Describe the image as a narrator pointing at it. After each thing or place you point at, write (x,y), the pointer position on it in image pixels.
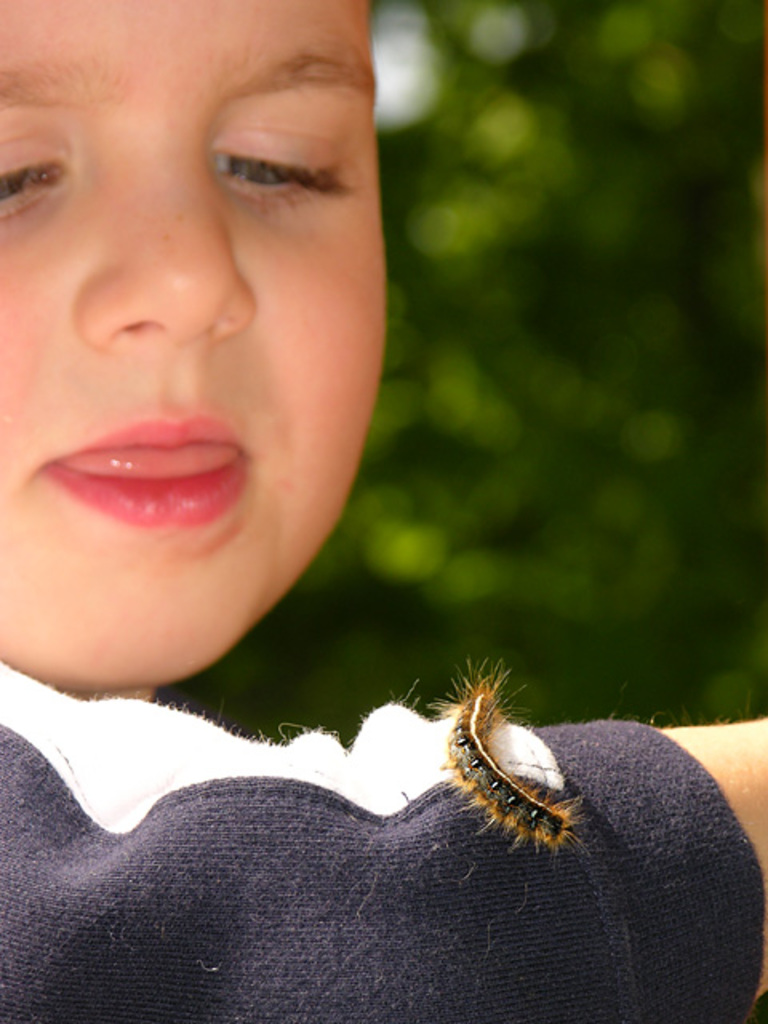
In this image we can see a boy (260,275) and we can also see the caterpillar (482,761) on the sleeve (699,825). The background (746,146) is blurred.
